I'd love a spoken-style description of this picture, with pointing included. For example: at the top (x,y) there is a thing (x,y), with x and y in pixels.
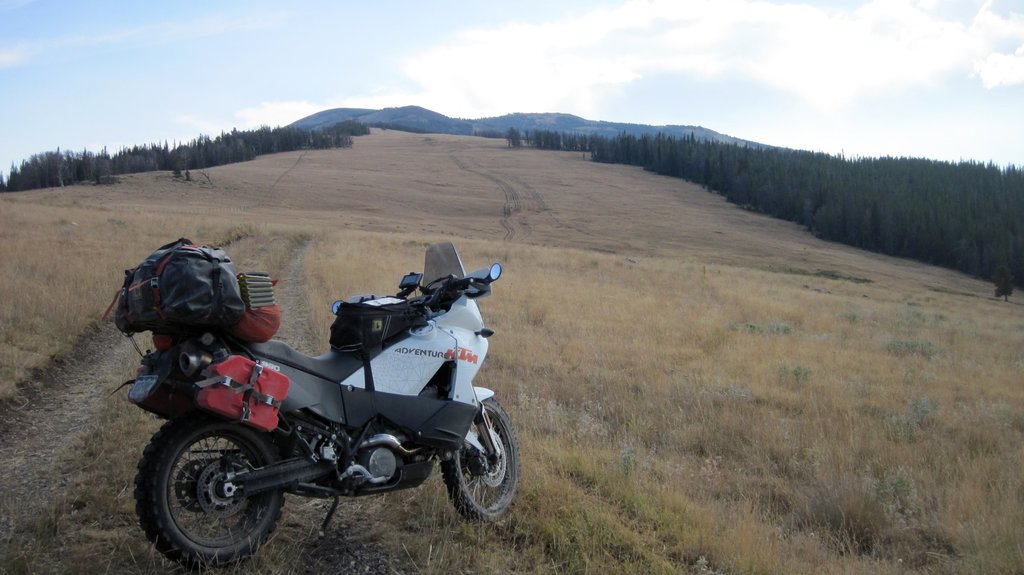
In front of the image there is a bag (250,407) on the bike (409,459). At the bottom of the image (655,428) there is grass (694,306) on the surface (590,198). In the background of the image (936,251) there are trees (835,187), mountains (382,120). At the top of the image (459,66) there are clouds (639,9) in the sky (333,43).
